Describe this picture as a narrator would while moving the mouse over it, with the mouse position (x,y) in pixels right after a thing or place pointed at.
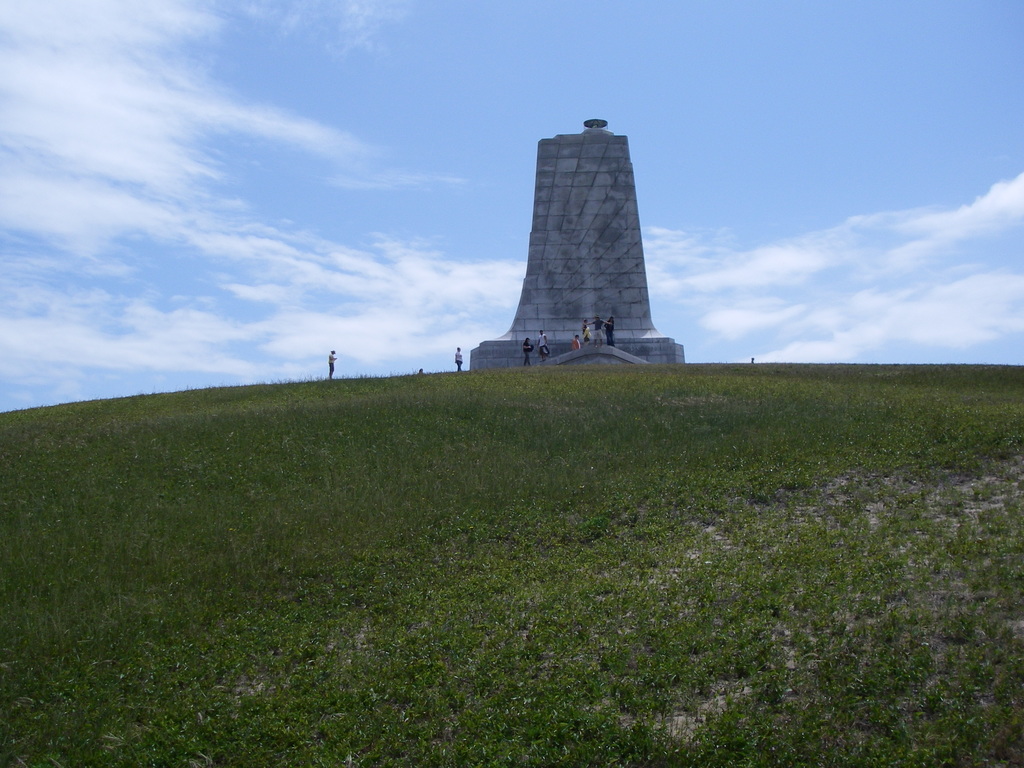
In this image we can see grass (646,395), a structure (638,356) looks like a monument (601,310), there are few people (541,351) standing near the monument (562,349) and there is the sky (466,105) with clouds (105,122) in the background (826,217).
